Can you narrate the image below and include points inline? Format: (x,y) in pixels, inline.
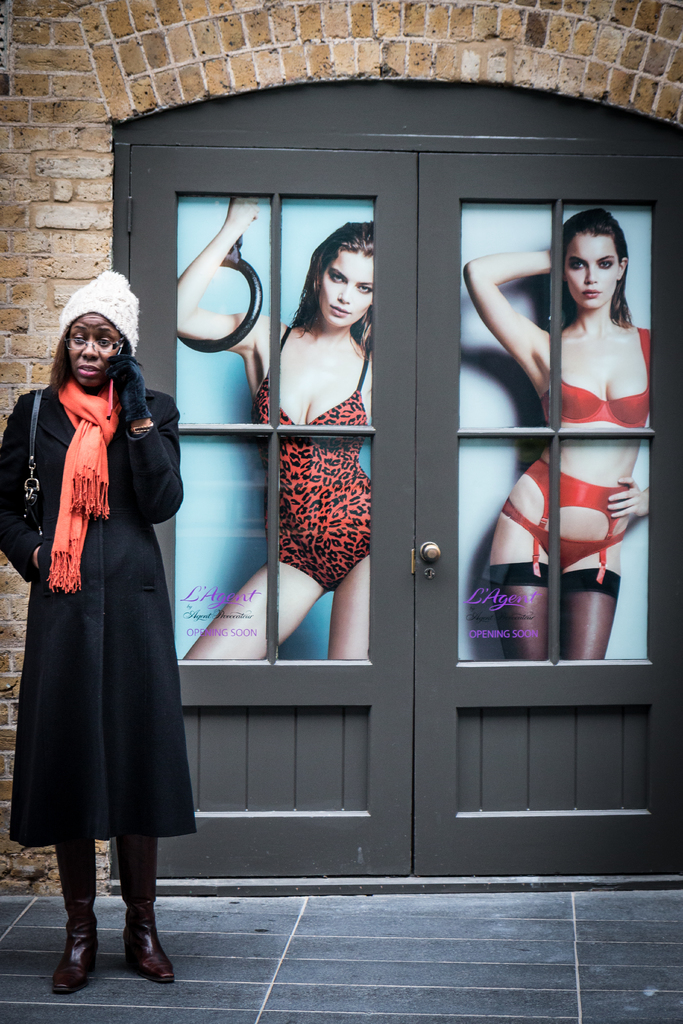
There is a woman (81,631) standing on the floor (282,983) and she has spectacles (107,347). In the background (114,79) we can see a wall (367,1), door (207,698), and posters (364,325).
